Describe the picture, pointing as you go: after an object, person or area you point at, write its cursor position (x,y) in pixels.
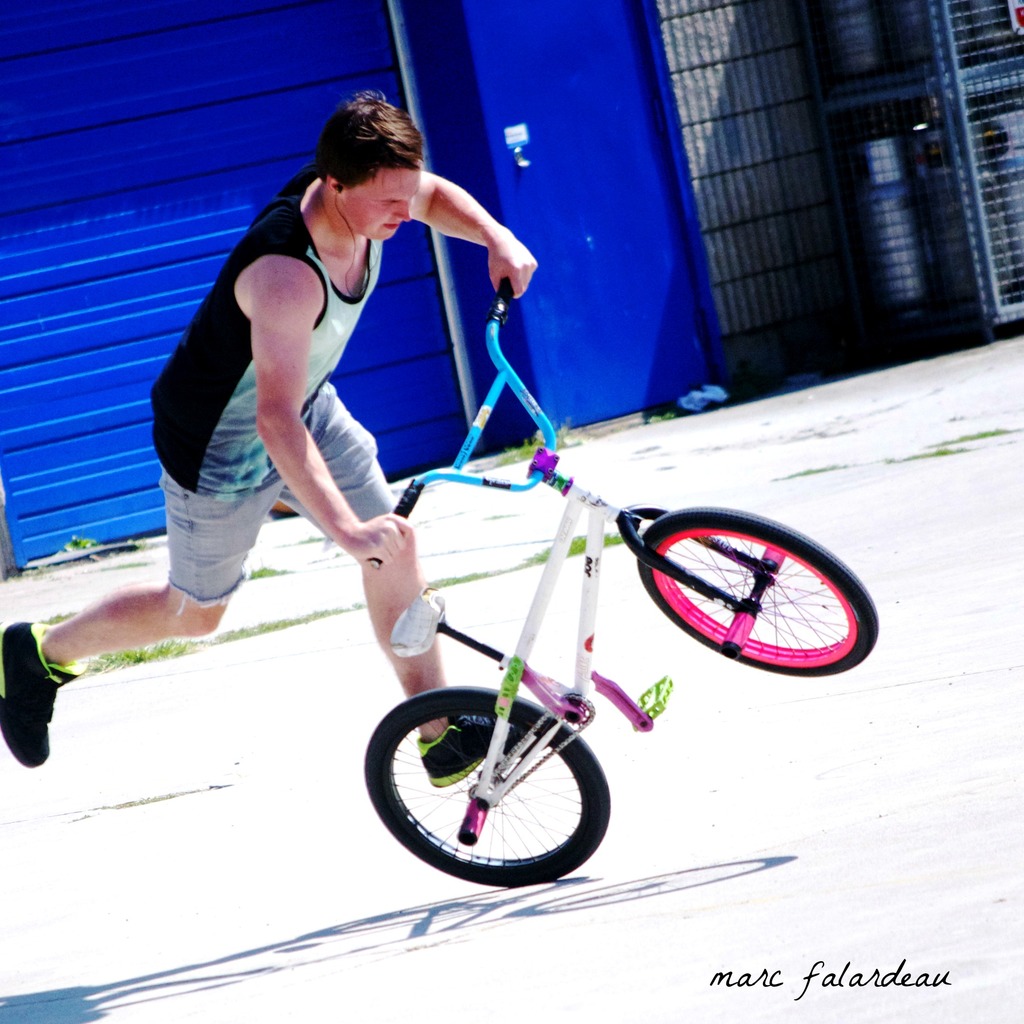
In this image we can see a man (305,377) with a bicycle (562,482). We can also see the grass (219,641), road (313,647), wall (563,300), fence (825,1). We can also see the text (925,975) in the bottom right corner (795,988).
